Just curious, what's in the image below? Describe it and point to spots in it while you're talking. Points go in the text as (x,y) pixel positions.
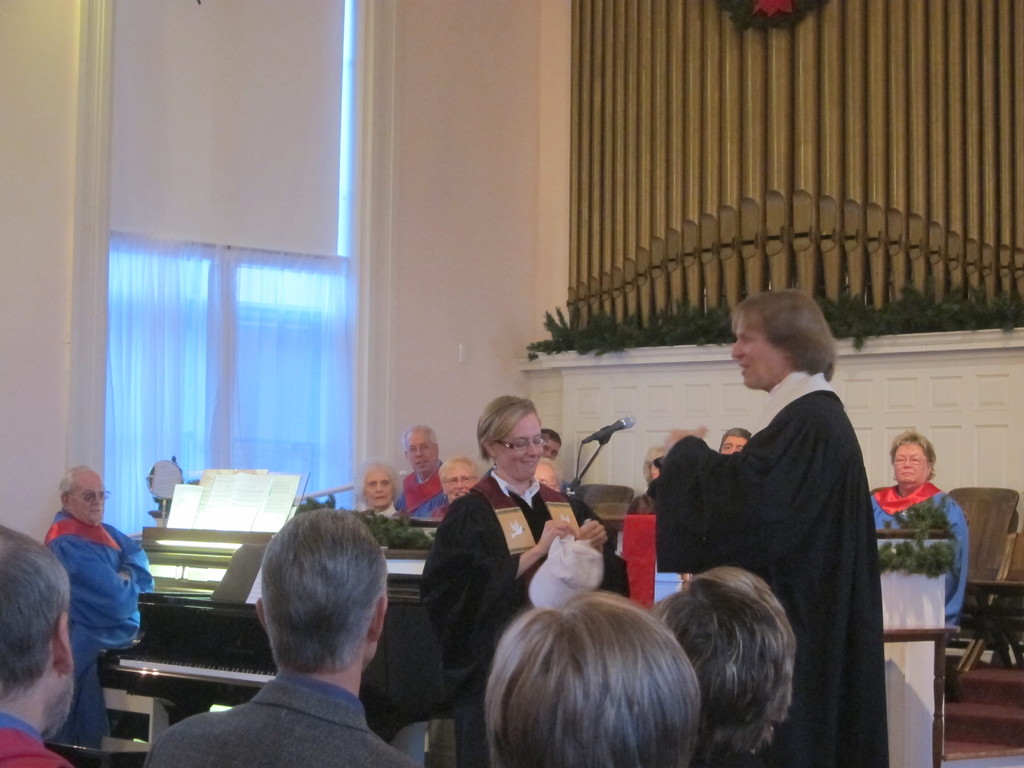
There are few people (416,480) standing. This is the piano (189,613) with book (232,520) or paper (251,496) on it. This is the mike (609,438) with a mike stand (599,450). These look like houseplants (858,308). This is the curtain (259,315) hanging which is white in color. I think this is the wall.
